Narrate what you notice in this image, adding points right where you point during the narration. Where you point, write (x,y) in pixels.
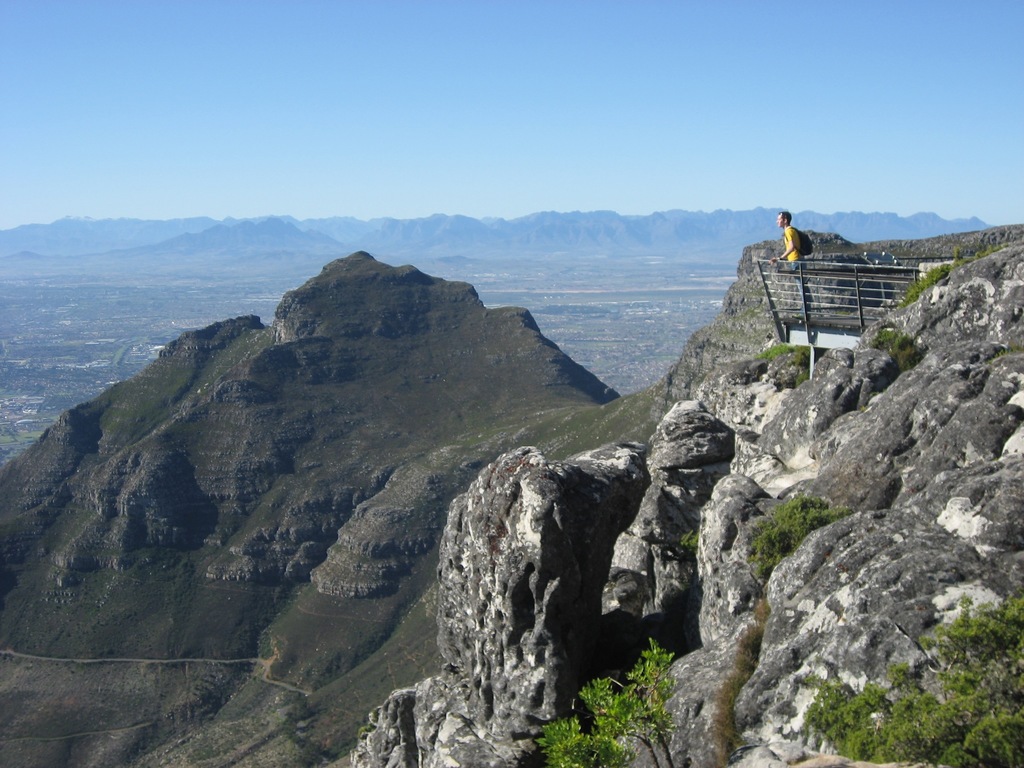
In this image I can see the hills (739,405). On the right side (800,260) there is a man (784,257) standing beside the railing (803,272) and looking towards the left side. In the background (101,238) there are some more hills (372,236) and I can see the ground (86,332). On the top of the image (252,89) I can see the sky (432,110).
